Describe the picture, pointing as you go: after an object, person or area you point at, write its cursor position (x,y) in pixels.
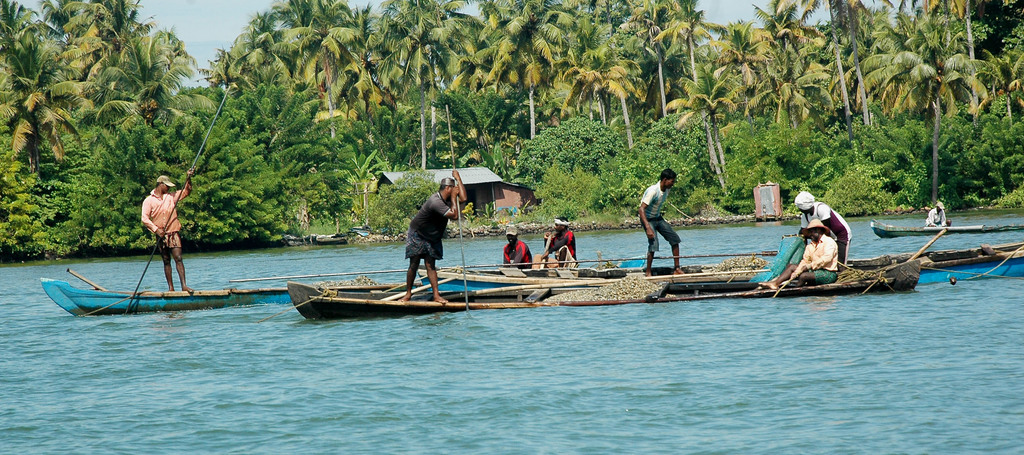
in this image in the center (420,229) there are persons (157,227) on the boat (421,282). In the background (542,84) there are trees (395,191) and there is a house (480,186). In the front (567,406) there is water (480,384).
